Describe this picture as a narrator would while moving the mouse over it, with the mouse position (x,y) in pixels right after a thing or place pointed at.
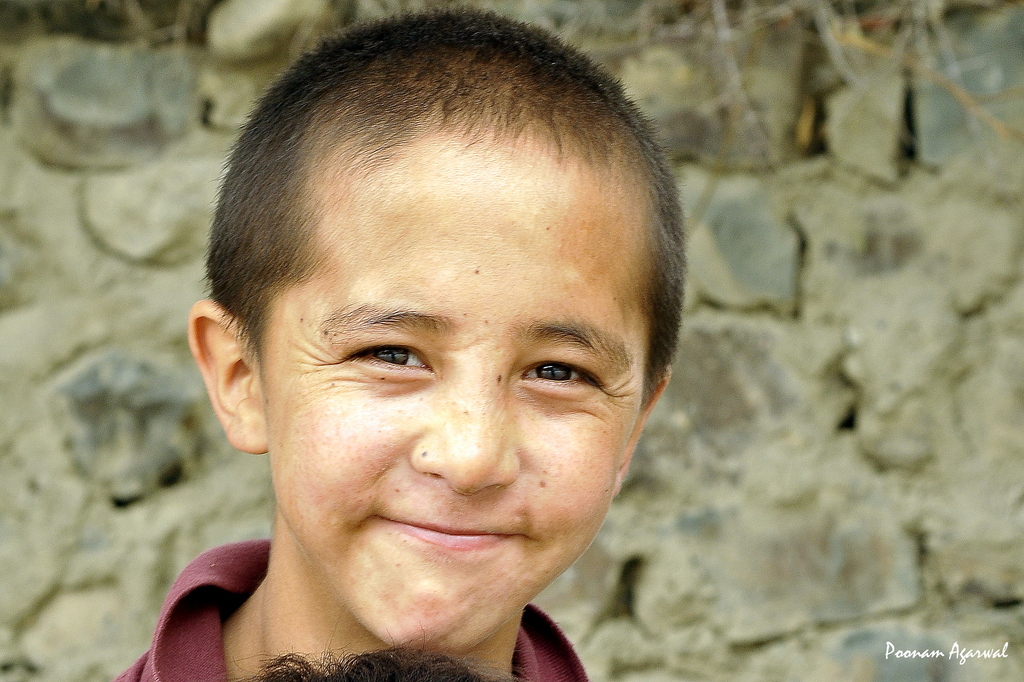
In the image there is a boy (281,511) and the background of the boy (310,524) is blur.
